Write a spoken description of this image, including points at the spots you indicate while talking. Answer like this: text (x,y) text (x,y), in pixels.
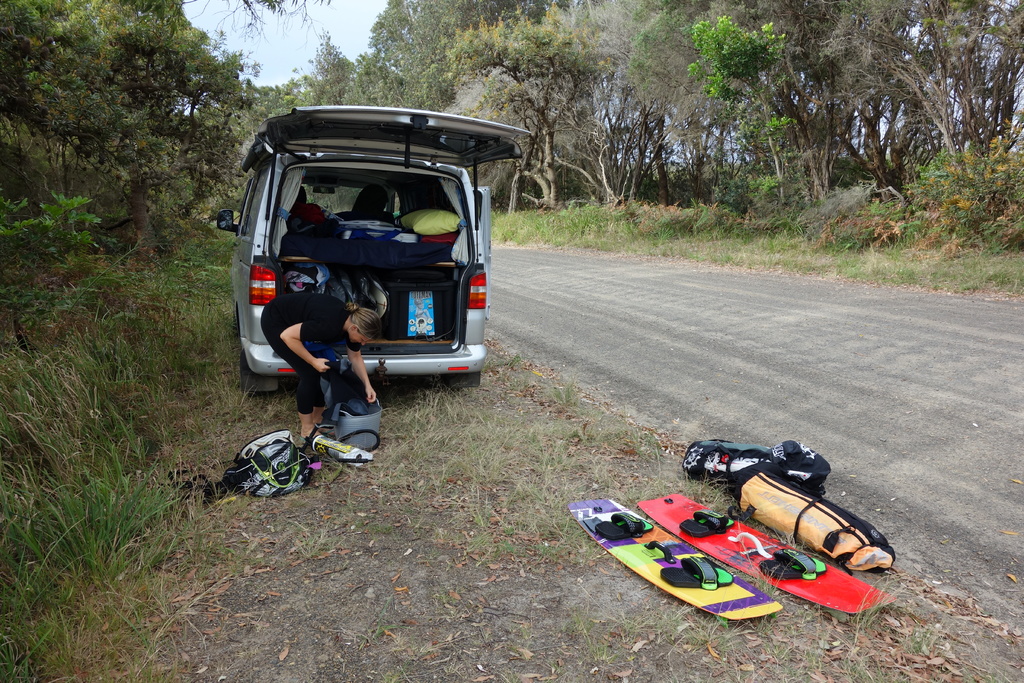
In this picture there is a woman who is wearing black dress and she is holding a basket (357,427). Beside her I can see some bags (279,449) and a car (367,369). In the bottom right (728,598) I can see the kiteboards (764,572), bags (812,531) and other objects (786,560) near to the road (899,527). In the background (97,201) I can see many trees (725,97), plants (800,178) and grass (782,213). Inside the car (356,178) I can see some pillows (406,225), box (436,300), seat (379,207), mirror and cloth (324,223). In the top left (277,51) I can see the sky (300,51) and clouds (295,33). At the bottom (479,667) I can see some leaves (215,608).
